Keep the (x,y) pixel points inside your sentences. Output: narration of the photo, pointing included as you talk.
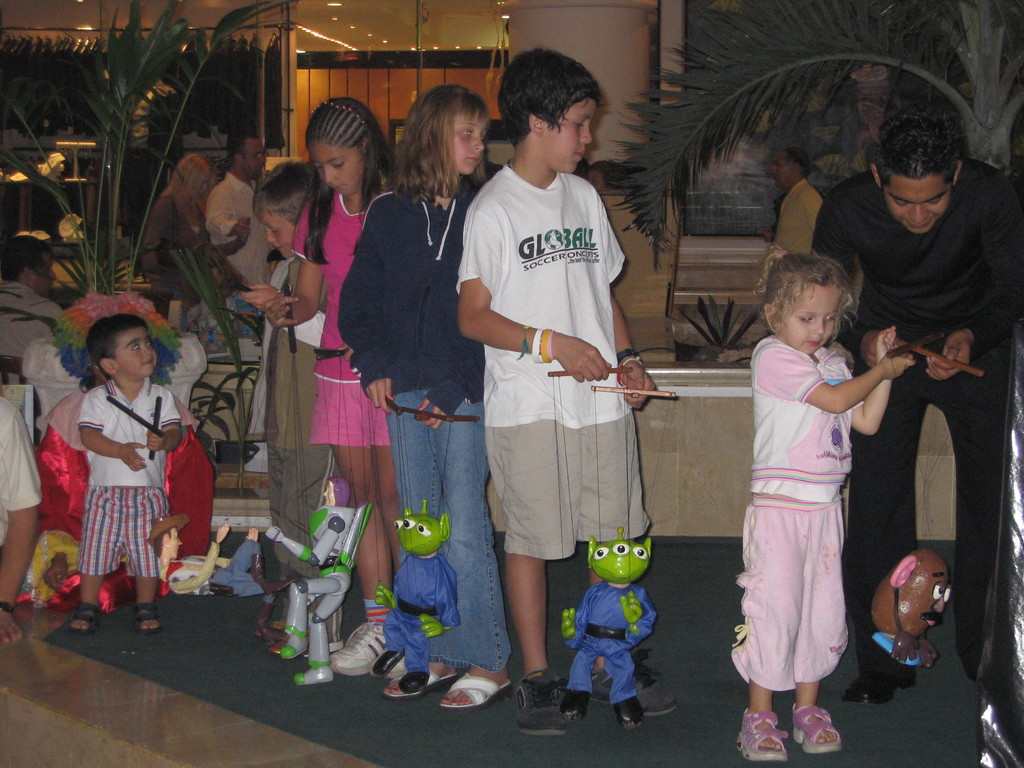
Here we can see few persons (883,228) and there are toys (617,649). This is floor (188,708). In the background (235,312) we can see a pillar (643,173), plants (651,194), lights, and glass (371,57).
